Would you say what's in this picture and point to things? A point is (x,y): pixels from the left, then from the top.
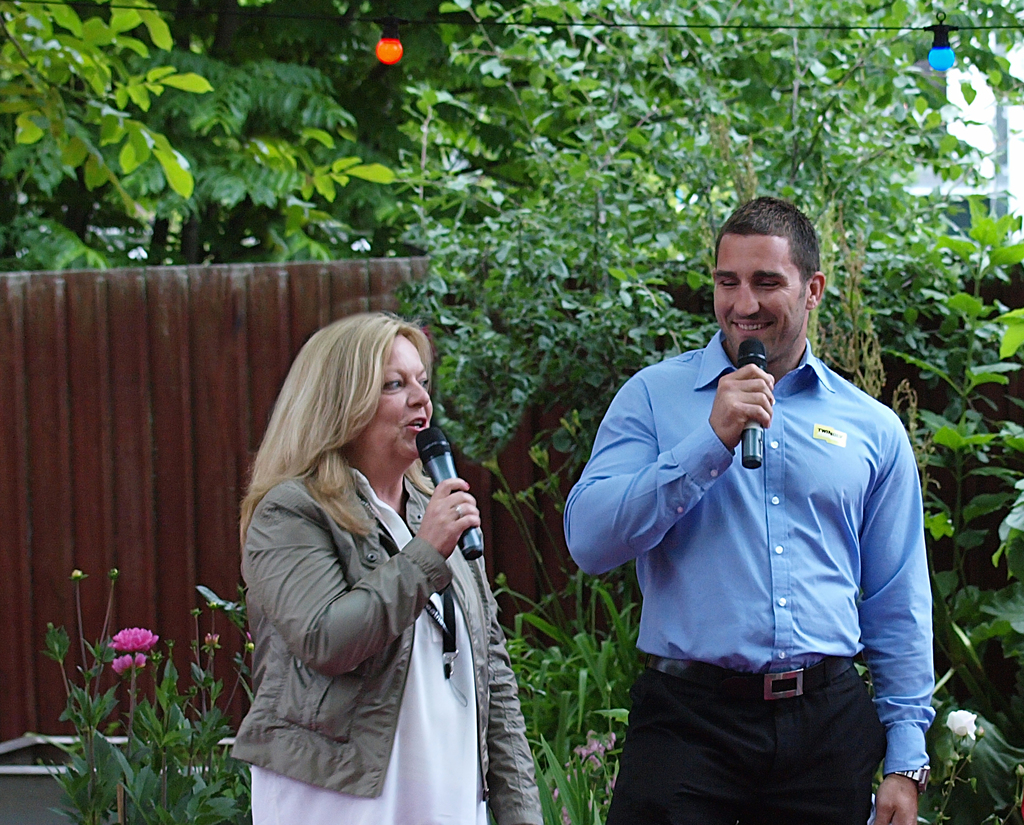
Here we can see a woman (438,520) and a man (624,493) holding mics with their hands (738,438). She is talking on the mike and he is smiling. In the background (931,361) we can see plants (621,666), flowers (149,652), fence (59,302), lights (394,60), and trees (280,218).
